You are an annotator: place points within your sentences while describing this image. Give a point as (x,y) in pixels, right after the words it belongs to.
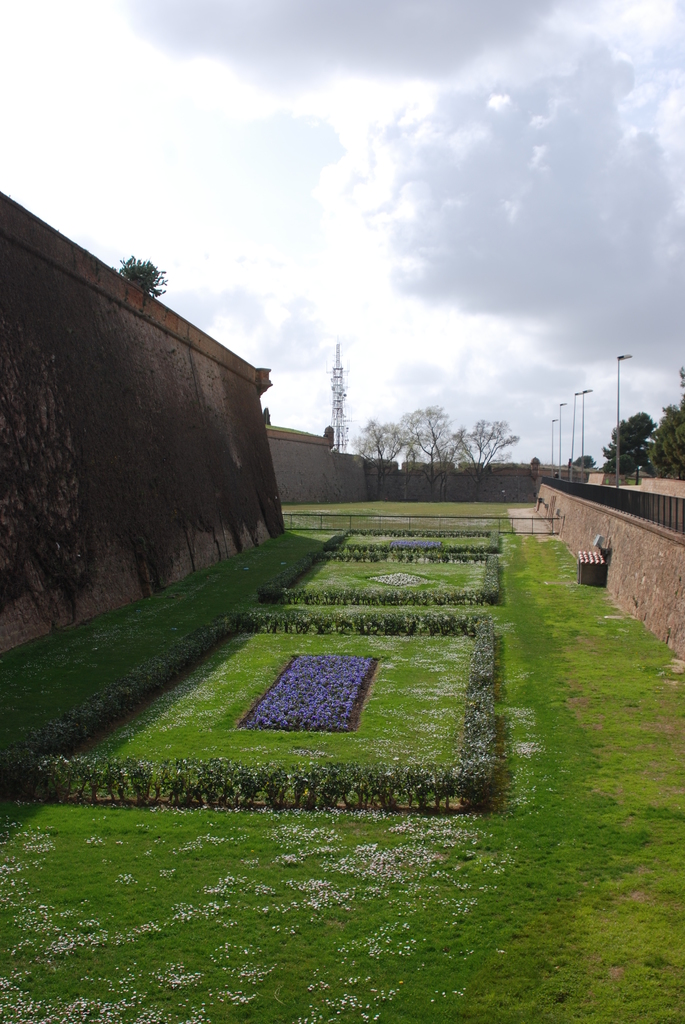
On the right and left side of the image (185,526) there is a huge wall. In the middle of the wall (310,500) there are plants (475,674) on the surface (263,946) of the grass (450,732). In the background (294,229) there is a sky (417,264).
